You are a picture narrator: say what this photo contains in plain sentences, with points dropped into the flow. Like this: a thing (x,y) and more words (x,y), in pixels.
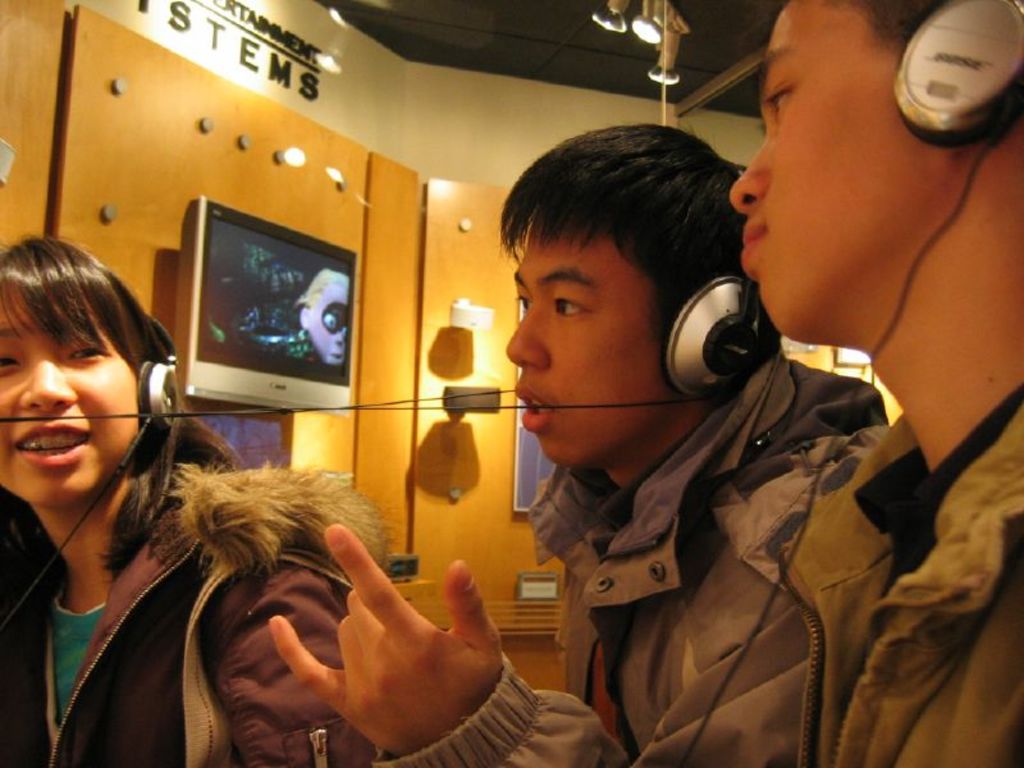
There are three people (1018,619) wore headsets (105,489). In the background (493,374) we can see wall (410,282), television (208,353) and light (332,169). At the top (611,6) we can see lights (611,22).
